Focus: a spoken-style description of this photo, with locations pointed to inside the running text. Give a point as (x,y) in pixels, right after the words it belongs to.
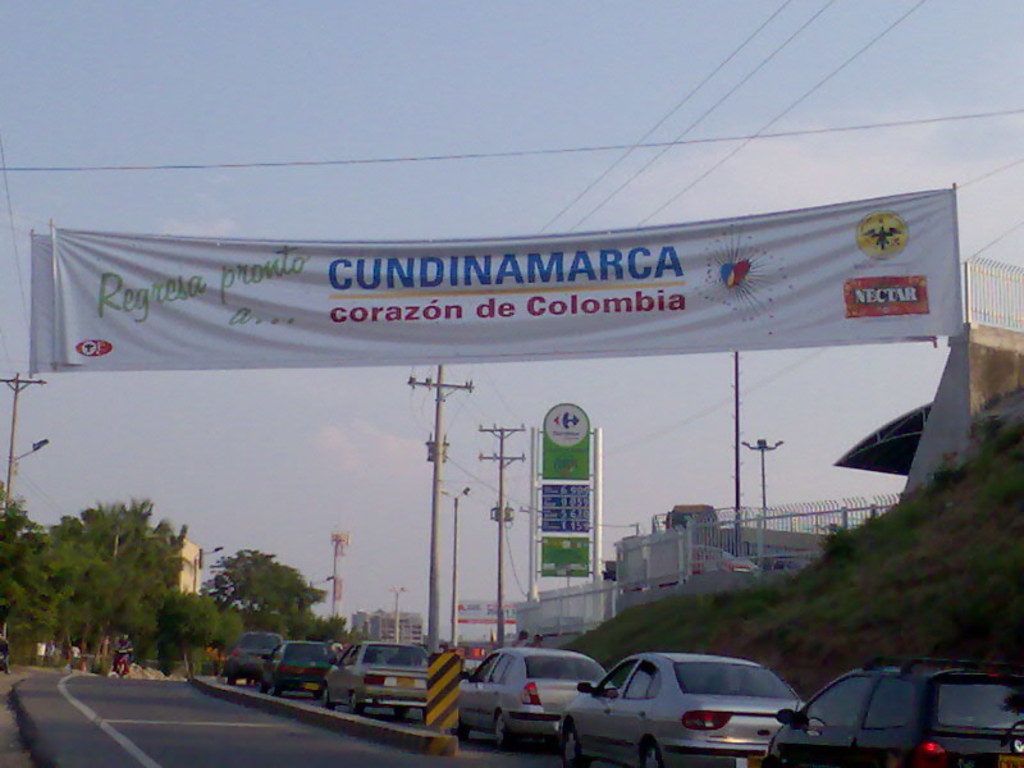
At the bottom (83,592) there are cars (474,684), current poles (433,553), cables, buildings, trees (232,590), street light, grass (766,612), road (262,747) and other objects (709,564). In the center of the picture (522,309) there are banners (102,295). Sky (956,68) is sunny.
